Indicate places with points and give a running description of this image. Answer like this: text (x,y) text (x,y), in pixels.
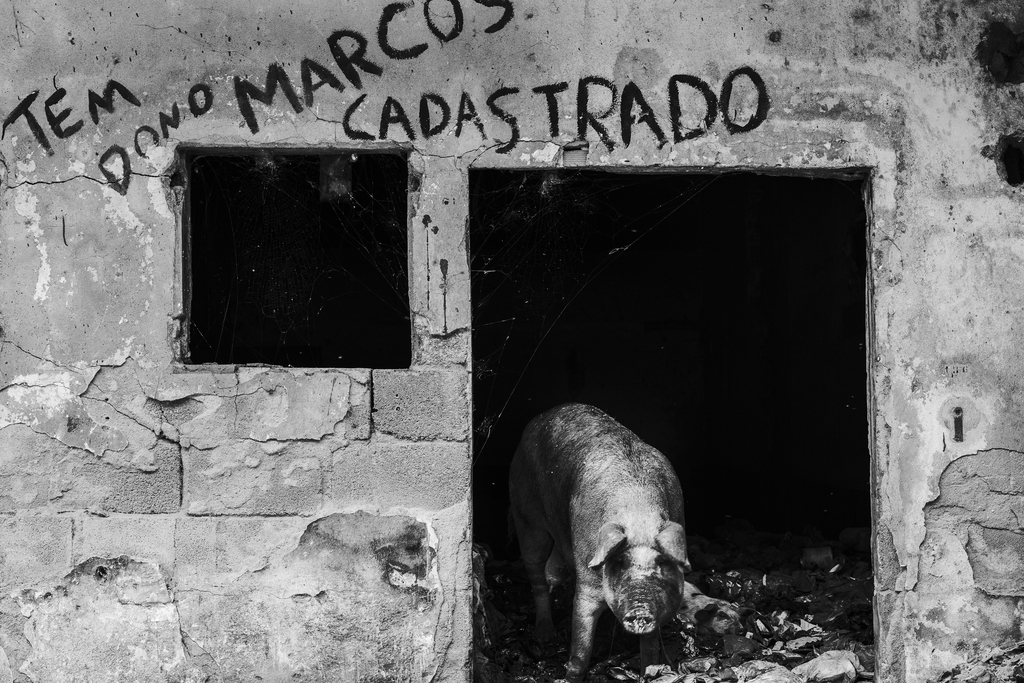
This is a black and white image. There is a pig (609,518) at the bottom (578,553). There is something written at the top (581,92).
